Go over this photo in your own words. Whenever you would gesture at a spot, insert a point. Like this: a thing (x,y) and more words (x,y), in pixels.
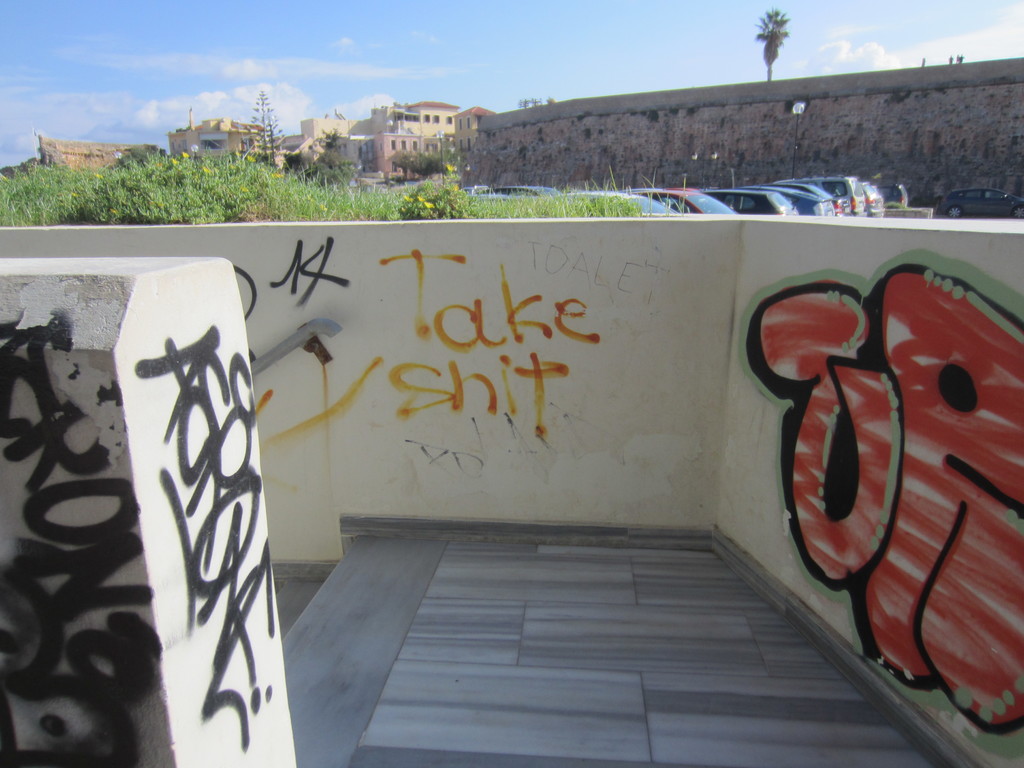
We can see texts (647,264) and drawings (935,426) on the walls (250,586) and this is the floor (566,645). In the background (209,99) there are trees (446,160), vehicles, buildings (408,143), windows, poles (442,145), wall (529,160) and clouds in the sky (877,28).
